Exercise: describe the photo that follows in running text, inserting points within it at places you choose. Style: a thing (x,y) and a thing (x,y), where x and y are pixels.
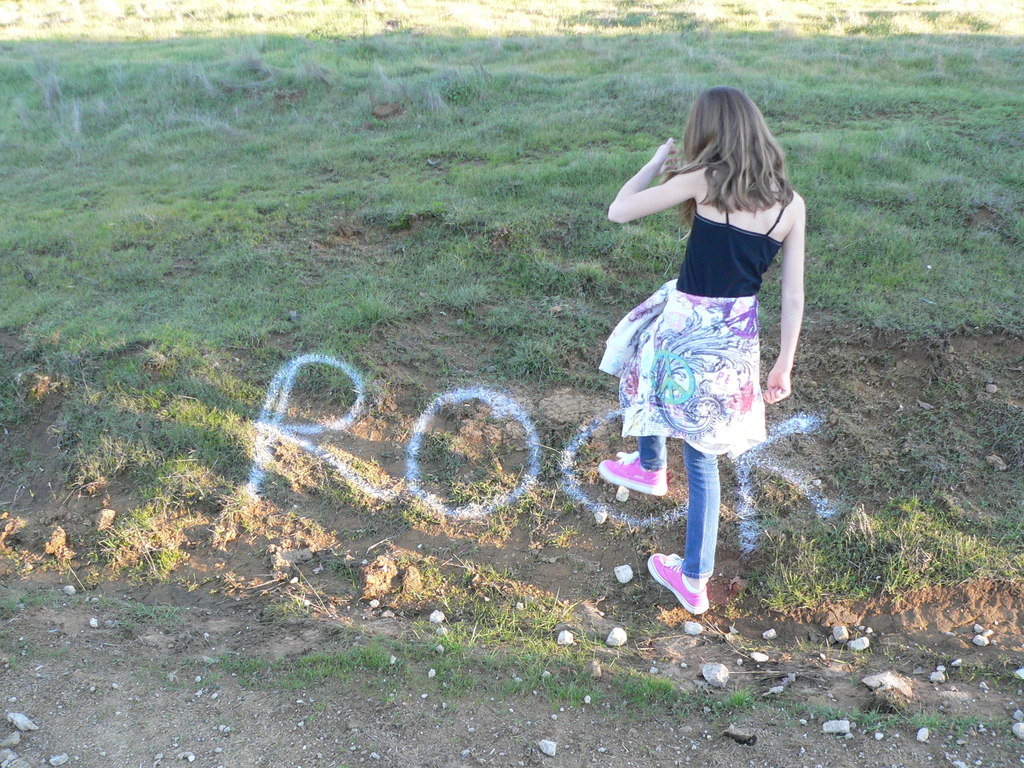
There is a girl (615,334) standing in the foreground (726,105) with pink shoes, Blue jeans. There is some text (771,466) at the bottom (675,522). There is grass (819,5) at the background (861,185).
